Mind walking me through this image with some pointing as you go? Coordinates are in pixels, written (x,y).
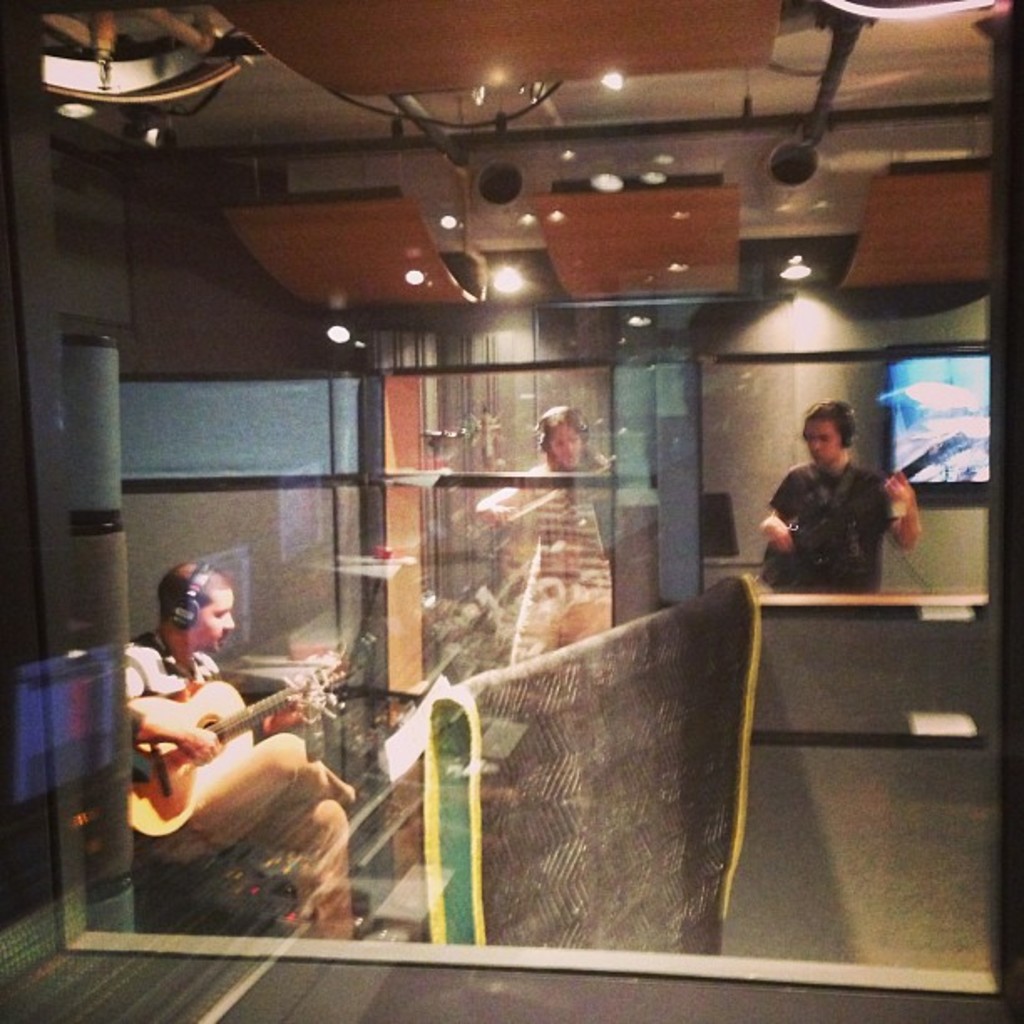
In this picture we can see three men (834,504) playing instruments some are sitting and some are standing and in background (505,375) we can see screen (948,421), glass (520,393), light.
